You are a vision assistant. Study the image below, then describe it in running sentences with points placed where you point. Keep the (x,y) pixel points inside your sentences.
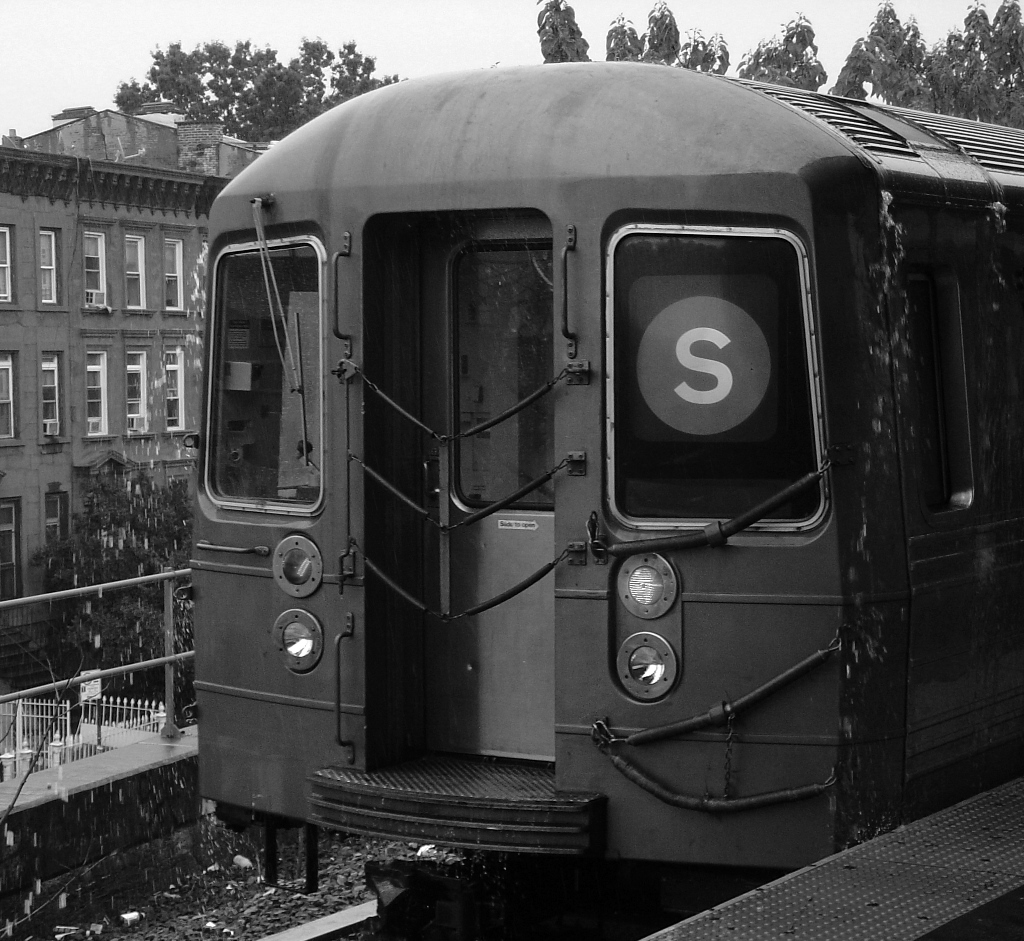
As we can see in the image there is train (664,589), railway track (261,927), fence (113,708), trees (1004,109), building (158,113) and sky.
